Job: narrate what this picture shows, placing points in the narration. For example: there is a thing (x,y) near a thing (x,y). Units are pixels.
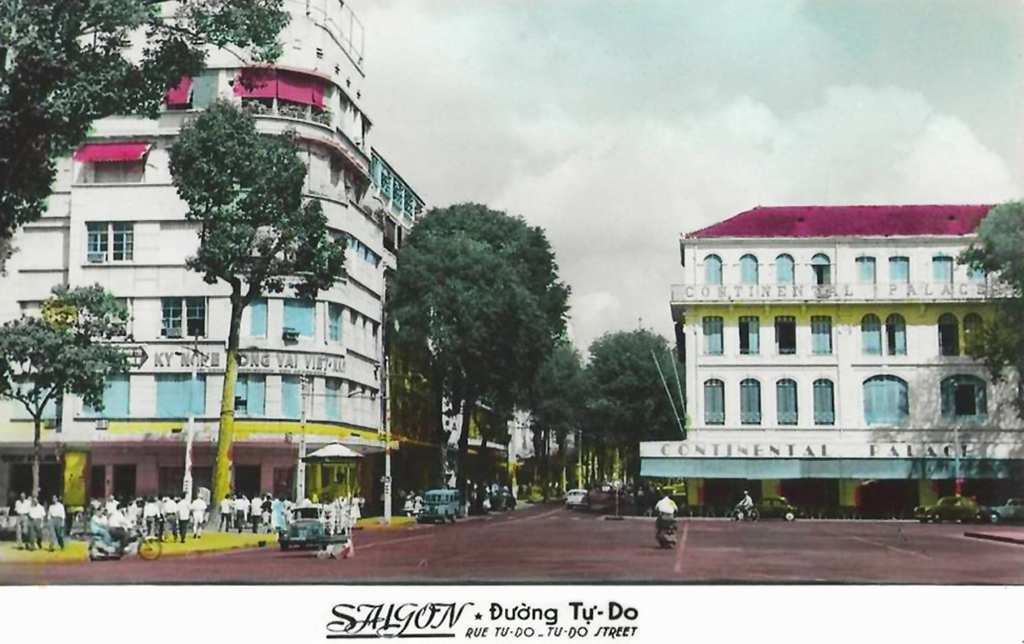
In the foreground of this picture (201,503) we can see the group of persons (94,514) and group of vehicles (454,497) and we can see the trees (518,298). On both the sides and see the buildings (191,357) and we can see the text (167,368) on the buildings (711,311). In the background (607,89) we can see the sky (524,105). At the bottom (603,623) there is a text (589,628) on the image.
